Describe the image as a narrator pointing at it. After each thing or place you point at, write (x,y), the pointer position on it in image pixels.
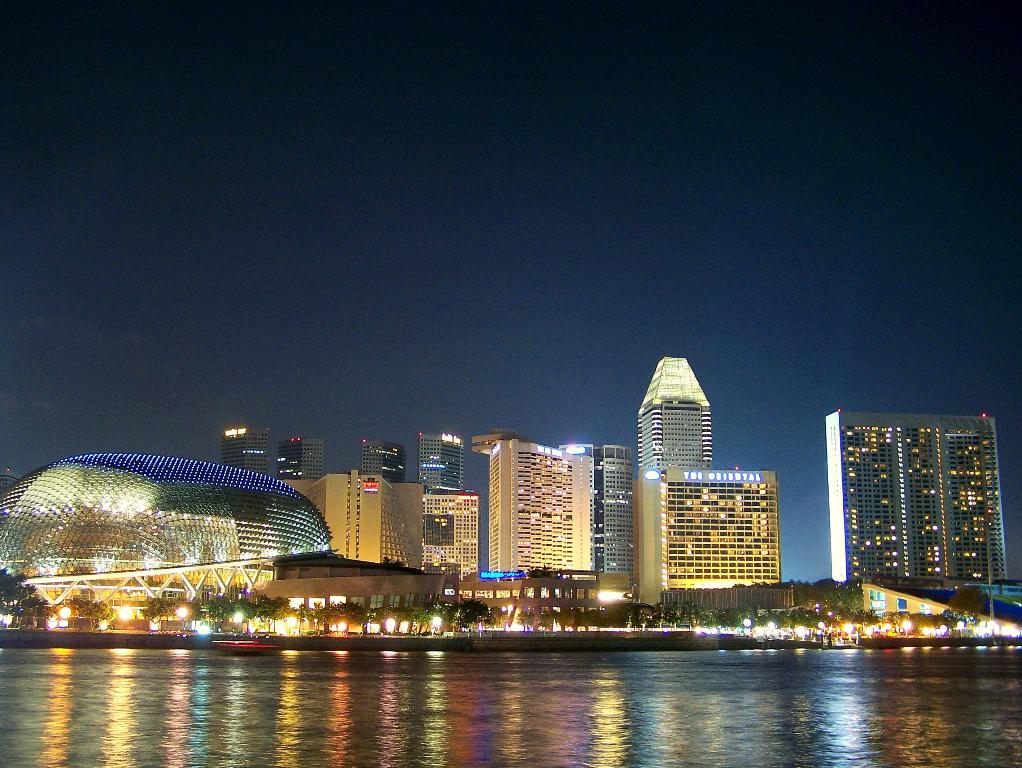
In this image I can see water (525,725). In background (151,551) I can see number of buildings (768,543), trees (789,610) and number of lights (208,627). I can also see something is written over there.
